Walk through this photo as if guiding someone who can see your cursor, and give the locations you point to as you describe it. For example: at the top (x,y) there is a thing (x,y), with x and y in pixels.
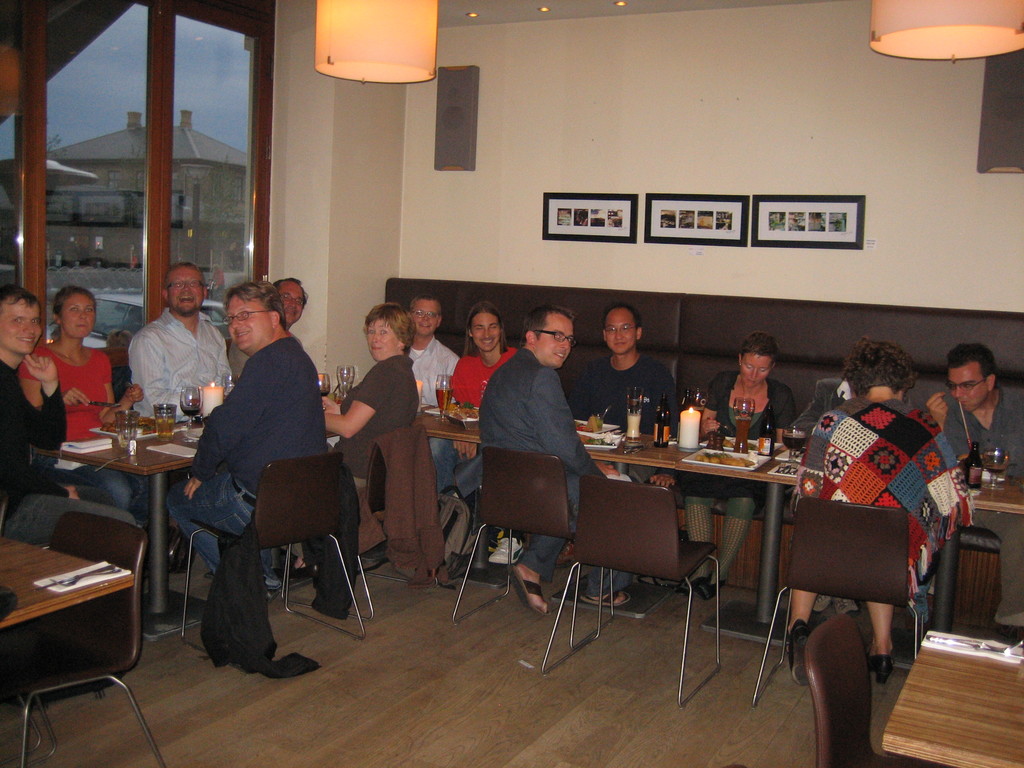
As we can see in the image there is a white color wall (537,214), photo frames (674,221), lights (429,2), windows (160,173), outside the windows (131,202) there is a building (118,160) and there are few people (452,353) sitting on chairs (550,510) and there is a table (189,446). On table (171,438) there is a candle (693,441), plate (739,469), glasses (739,424) and food items (720,463).
